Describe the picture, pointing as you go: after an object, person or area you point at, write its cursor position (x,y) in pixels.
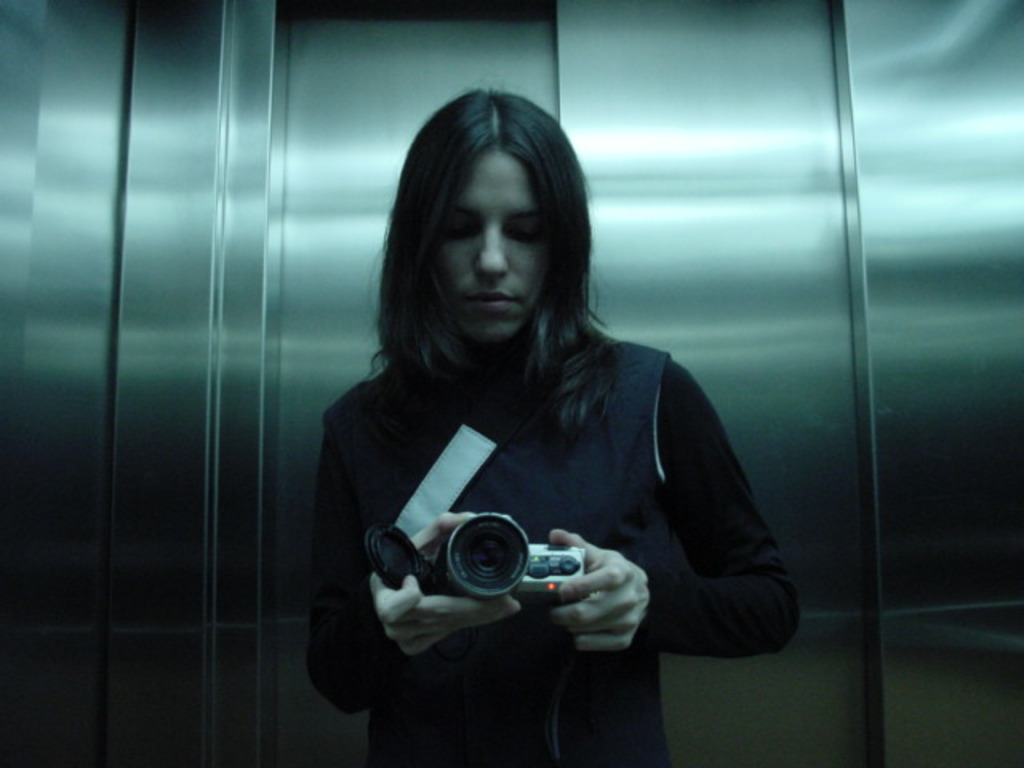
there is a woman (793,636) standing in a lift (306,676) holding a camera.
